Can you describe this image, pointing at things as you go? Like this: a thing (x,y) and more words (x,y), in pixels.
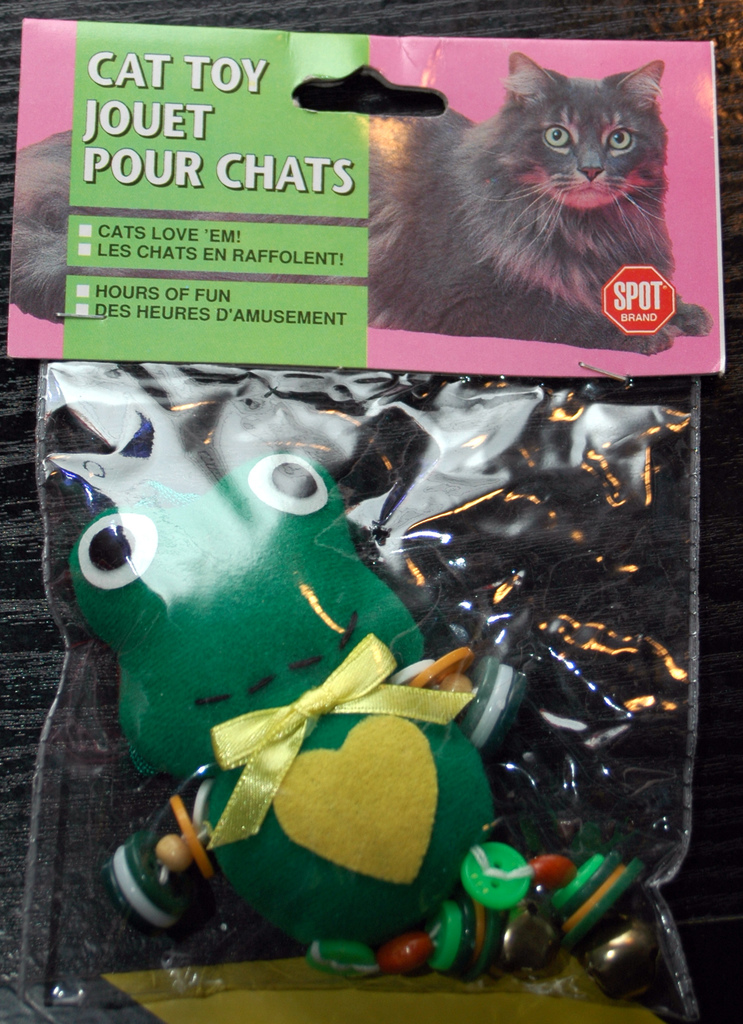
In this image there is a doll (273,767) which is covered in the plastic cover (451,561). There is a card (369,206) above the packet (419,390).
